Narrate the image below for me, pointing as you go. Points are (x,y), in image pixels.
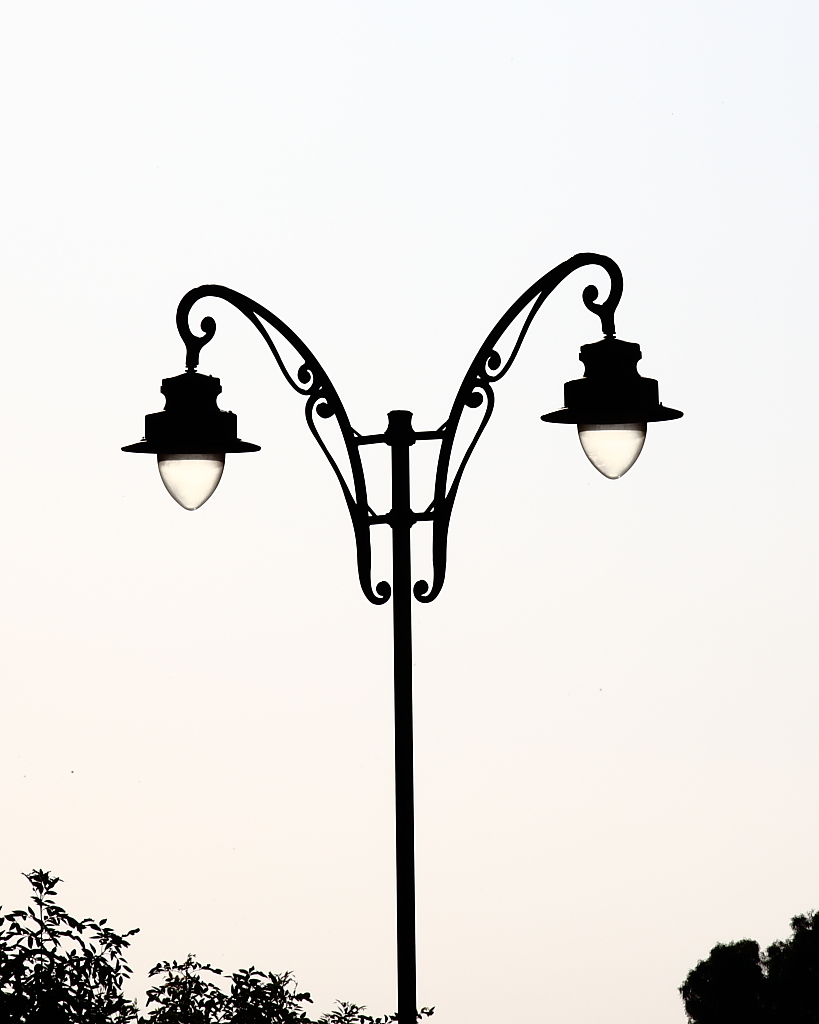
In this image we can see street lights (585,398). There are few trees (694,993) at the bottom of the image (767,1012). We can see the sky (359,428) in the image.
